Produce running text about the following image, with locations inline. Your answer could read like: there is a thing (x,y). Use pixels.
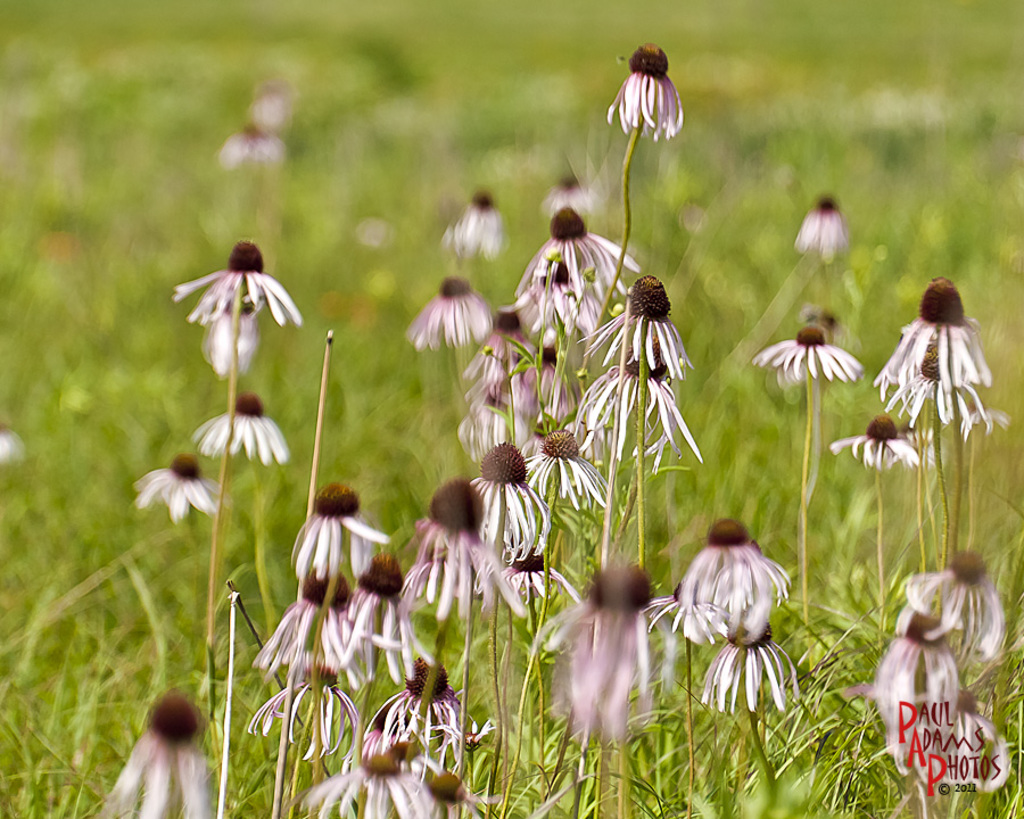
In this image we can see some flowers (419,323) on the plants (547,272), and the background (376,151) is blurred, at the bottom of the image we can see some text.
